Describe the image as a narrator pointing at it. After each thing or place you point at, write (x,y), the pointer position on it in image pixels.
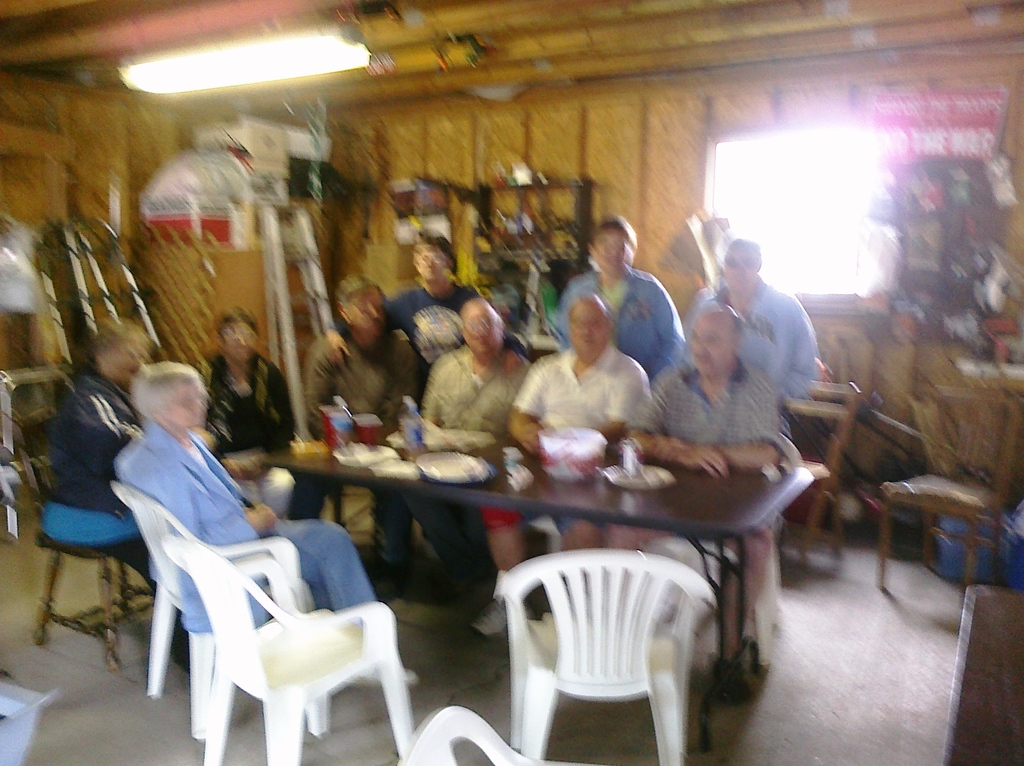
In this image i can see number of people (561,378) sitting on chairs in front of a table (706,563) and few people (444,275) standing behind them, on the table (646,461) I can see a bowl (573,452), few plates (479,467), few water bottles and few other objects (363,418). In the background (359,238) I can see the wall (592,146), a window (767,262), the ladder (319,253), the ceiling (337,90) and a light (356,55).
